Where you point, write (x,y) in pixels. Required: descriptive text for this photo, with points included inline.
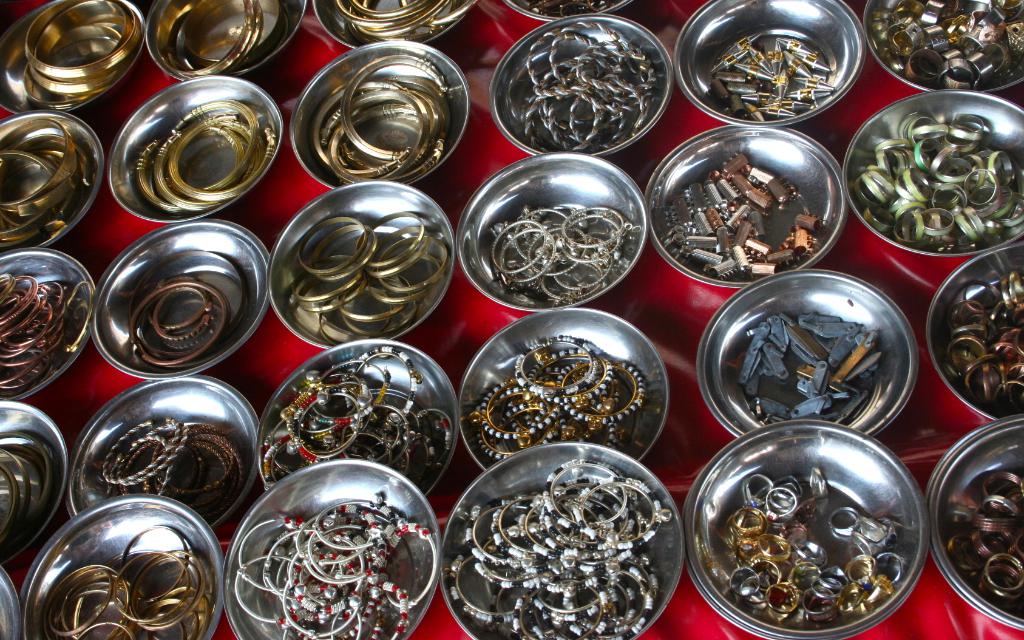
In this image there is a table (689,441) with a table cloth (688,604) and many plates (236,489) with bangles (343,543), chains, rings (764,518), anklets (349,529) and earrings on it.
